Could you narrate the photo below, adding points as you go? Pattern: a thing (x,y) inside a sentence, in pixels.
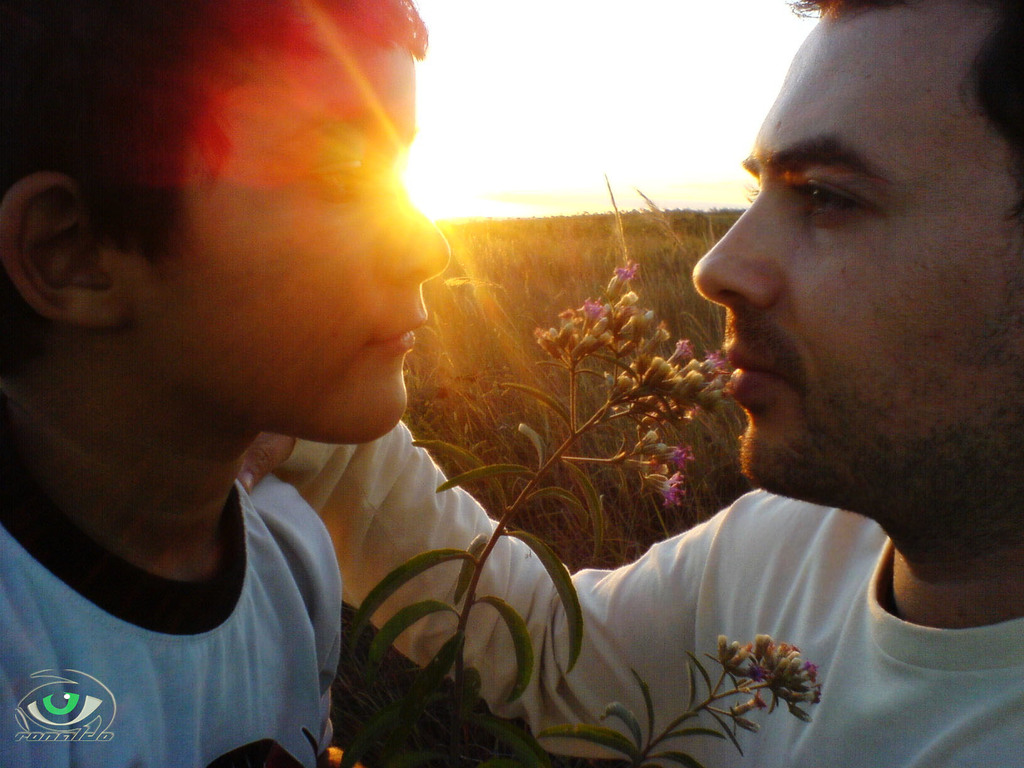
In this image, we can see a person (823,332) and kid (211,465) wearing clothes (248,633). There is a plant (465,634) at the bottom of the image (410,564). At the top of the image (721,74), we can see the sky (581,132).
